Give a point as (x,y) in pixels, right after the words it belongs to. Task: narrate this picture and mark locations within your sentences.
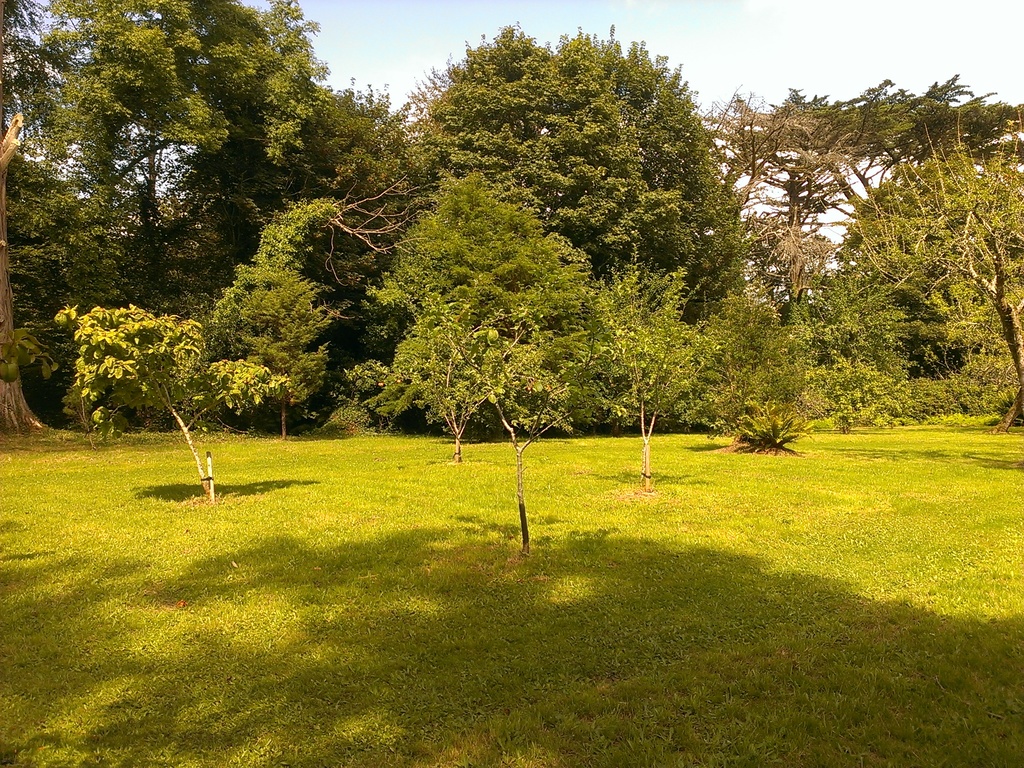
In the picture we can see a grass surface (508,668) on it we can see some plants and behind it we can see full of trees (479,207) and on the top of it we can see the sky (732,94) with clouds (797,71).
